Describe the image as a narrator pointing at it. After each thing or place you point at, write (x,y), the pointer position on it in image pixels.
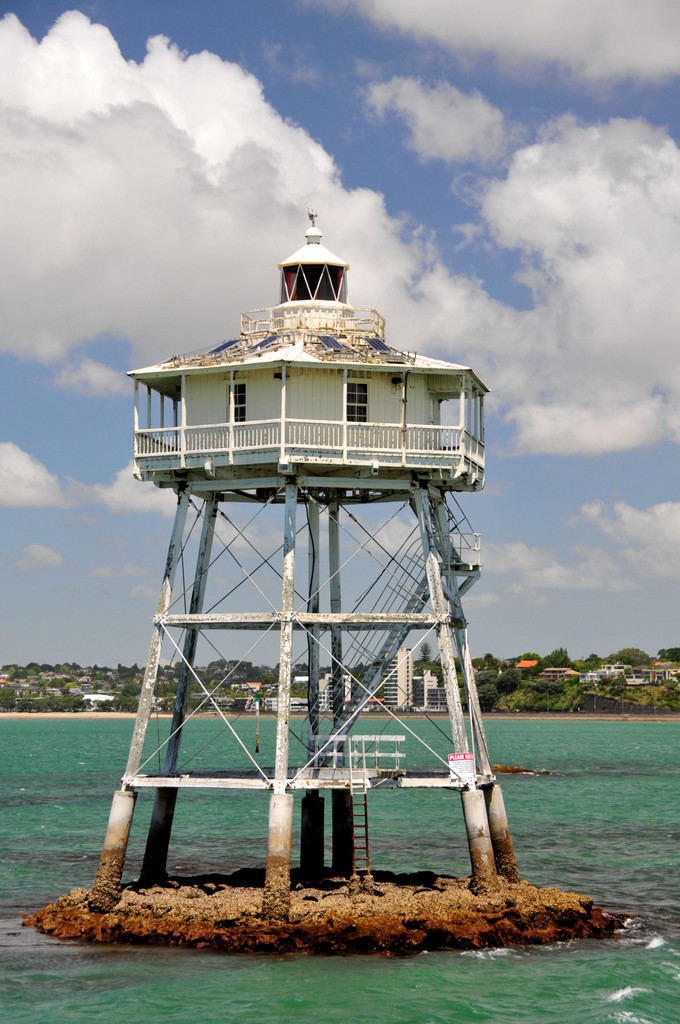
In this image there are water (423,869) and sand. There is a lighthouse (500,792). There are trees (12,709) and houses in the background (132,698). There are clouds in the sky (523,649).
